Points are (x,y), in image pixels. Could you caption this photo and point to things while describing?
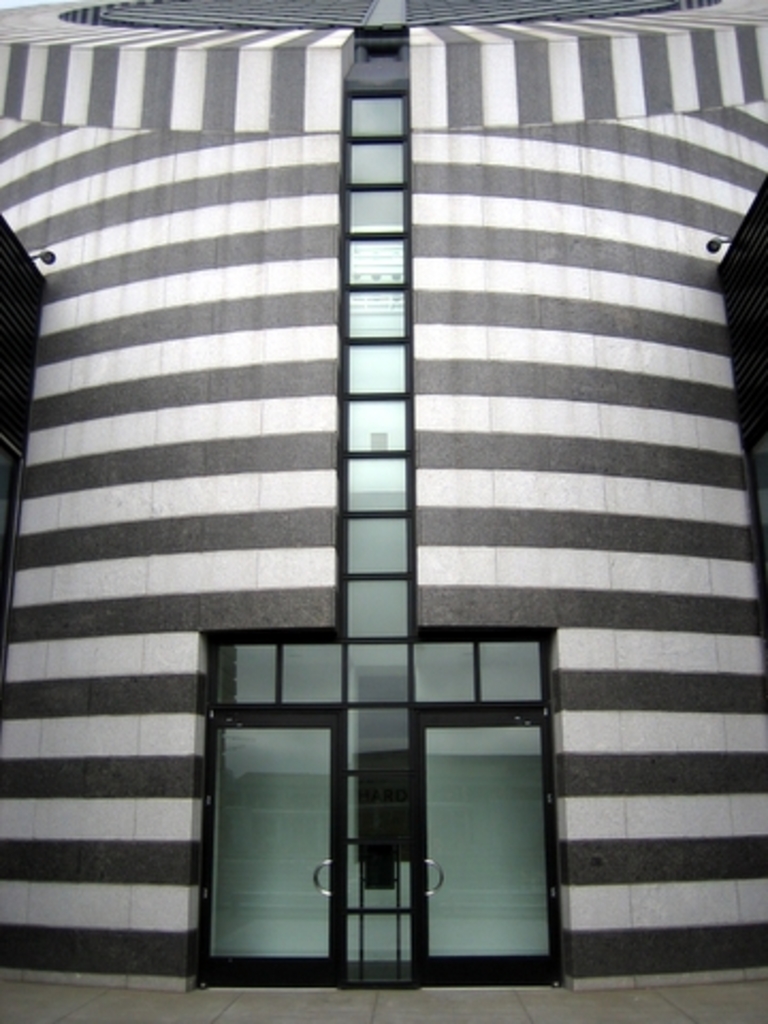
In the center of the image (362,624) we can see one building (410,460), wall (296,501), glass (387,501), door (503,718), black color objects (4,416) and a few other objects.
